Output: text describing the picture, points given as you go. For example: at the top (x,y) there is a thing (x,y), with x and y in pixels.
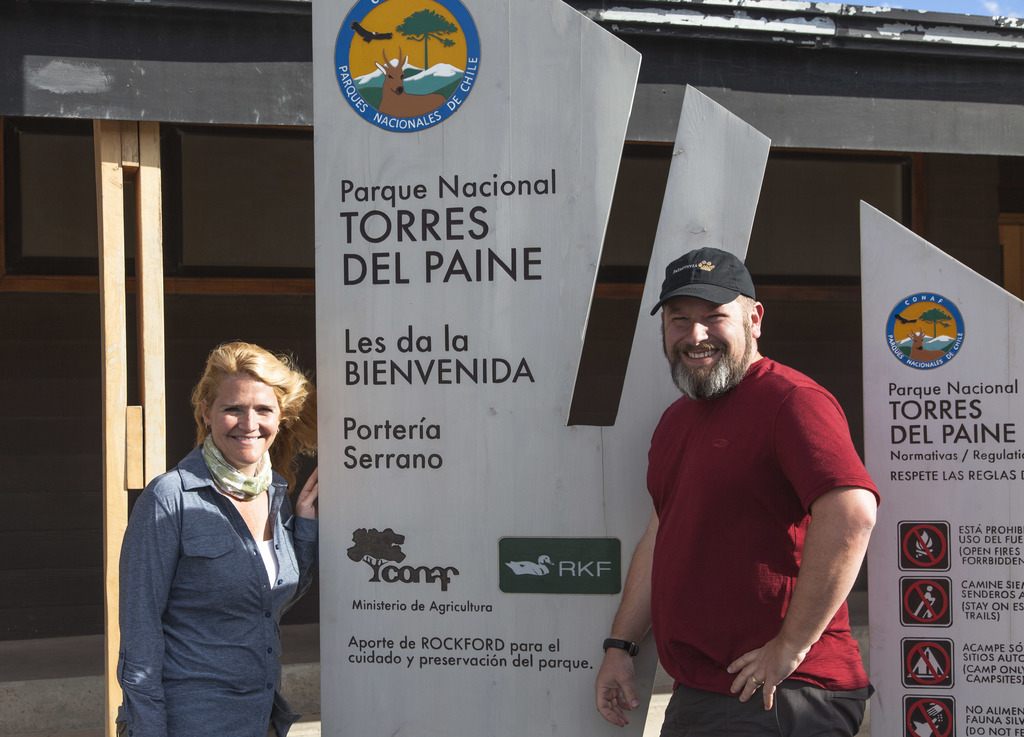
In this picture there is a man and a woman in the image and there is a poster (580,219) in the image, there is a shed (129,88) in the background area of the image (202,177).
